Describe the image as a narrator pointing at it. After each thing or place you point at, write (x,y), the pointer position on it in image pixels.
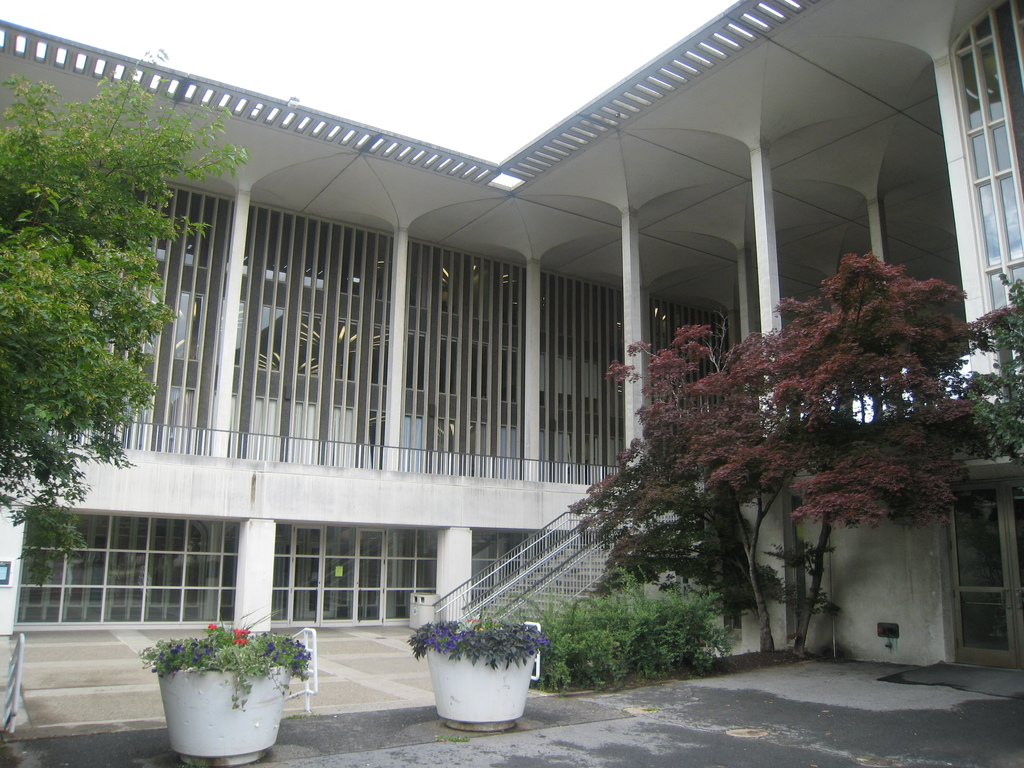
In this image we can see the building (554,286) with stairs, windows (333,431), pillars (400,365) and door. In front of the building (390,434) we can see the trees (748,404) and potted plants (250,668). At the top (449,71) we can see the sky (422,66).
